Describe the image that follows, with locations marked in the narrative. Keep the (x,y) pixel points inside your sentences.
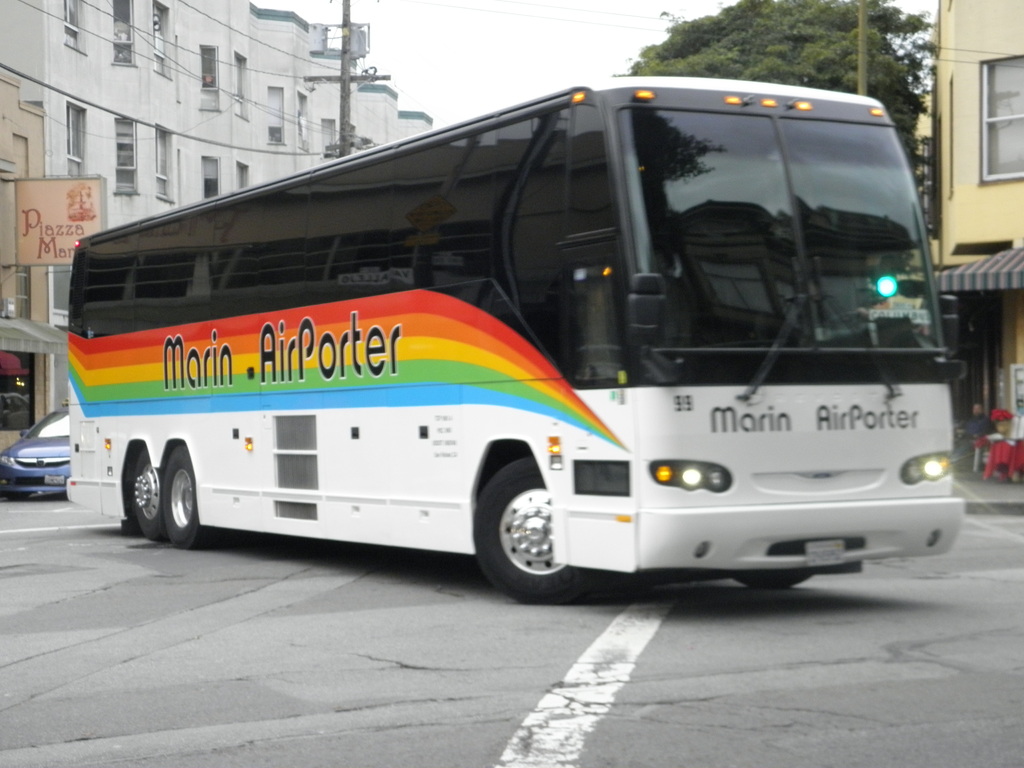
In this image there is a bus (421,454) on a road (454,638), in the background (965,170) there are buildings (148,142) and tree (811,43) and poles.
